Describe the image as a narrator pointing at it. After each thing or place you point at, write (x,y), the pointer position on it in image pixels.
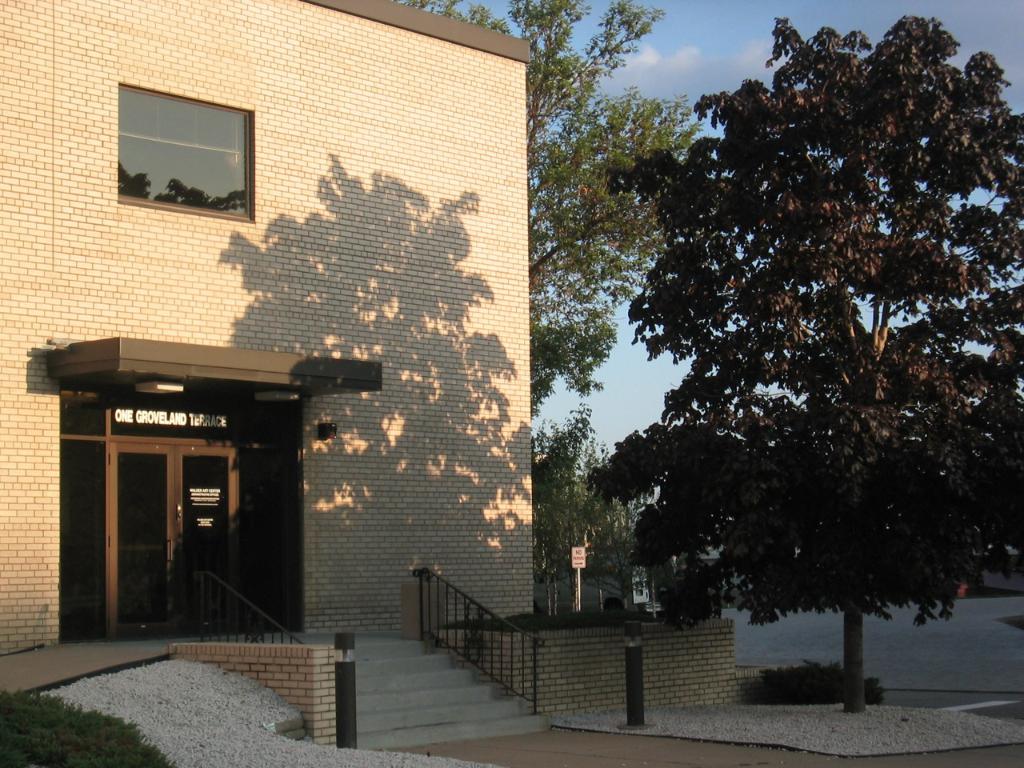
In this picture I can see a building (6,138), there are stairs (386,740), iron grilles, there are plants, trees (817,608), and in the background (618,399) there is the sky (979,24).
